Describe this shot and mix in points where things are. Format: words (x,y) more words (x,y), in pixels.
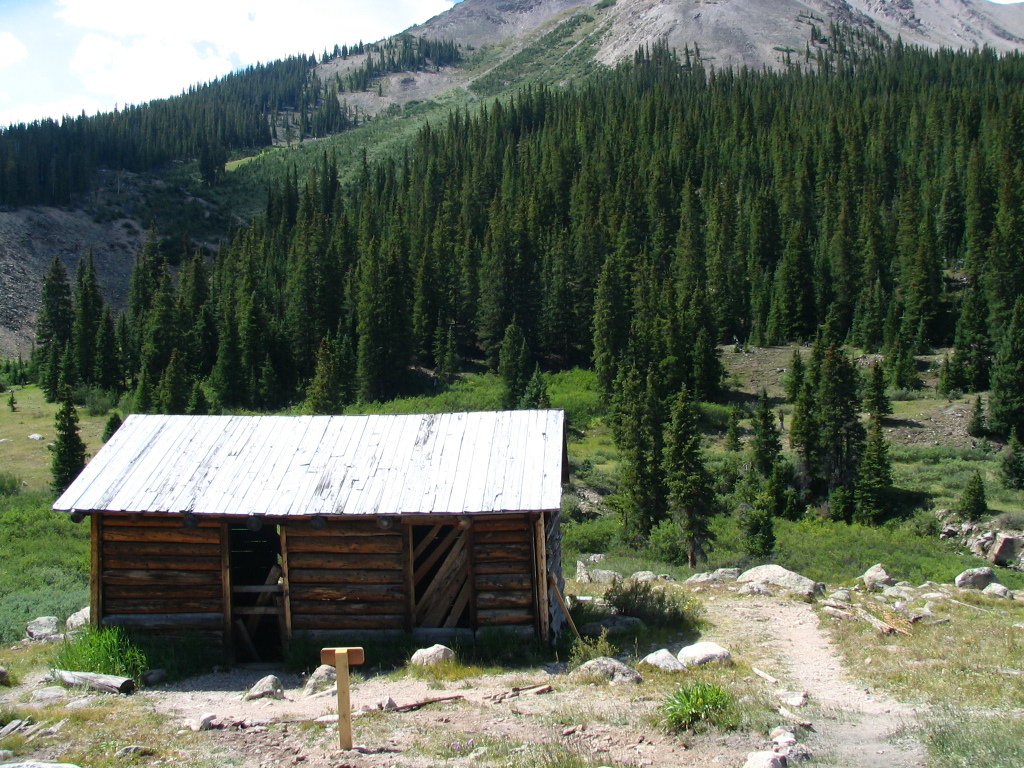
In the picture we can see a surface (861,638) with some grass (872,632), rocks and plants (72,609) and near to it, we can see some small wooden house (529,564) and behind it, we can see trees (929,133) and hills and grass (572,427) on it and sky (51,36).
